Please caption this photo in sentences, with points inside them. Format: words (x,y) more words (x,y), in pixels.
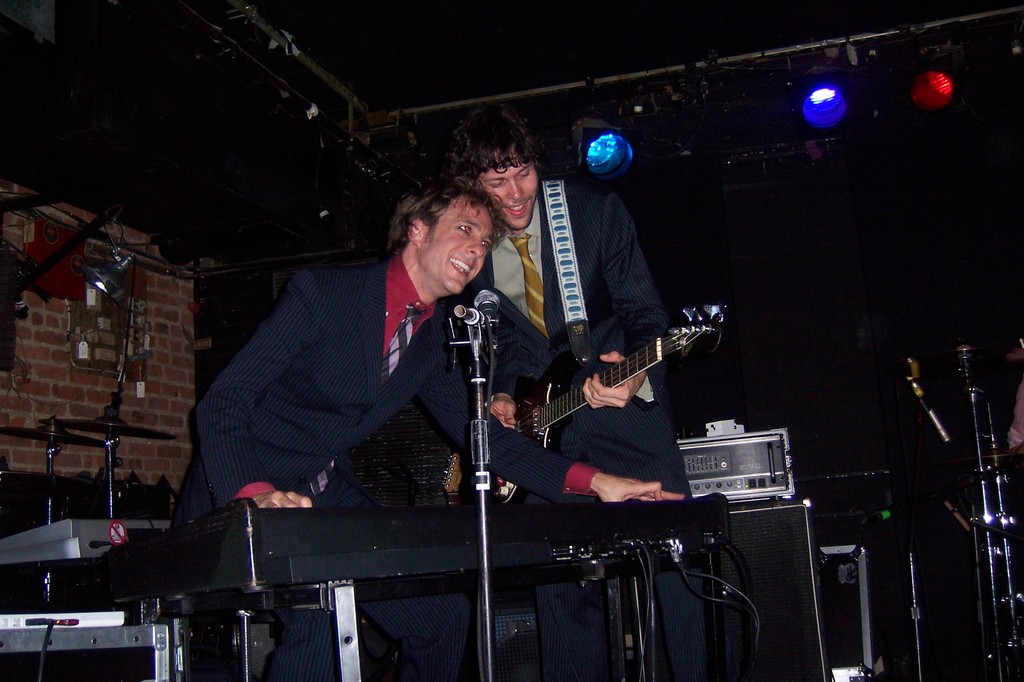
In this picture I can see 2 men (505,321) in front (526,320) who are standing and I see that the man (490,189) is on the right (689,635) is holding a guitar (532,424) in his hands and I see a mic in front of them and I see few more musical instruments (310,567) and in the background (30,314) I see the wall (643,197) and I see the lights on the top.
